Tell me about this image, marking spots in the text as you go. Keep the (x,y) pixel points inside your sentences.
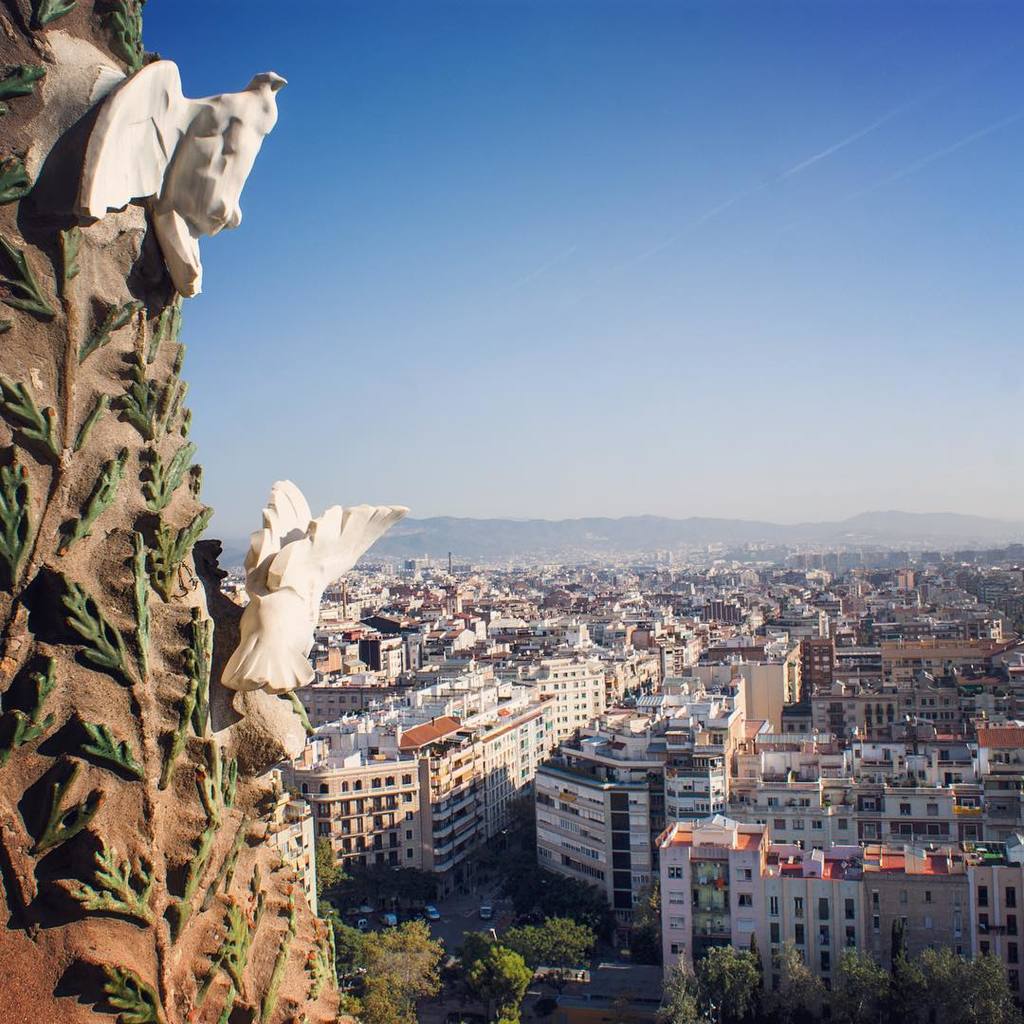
In this image I can see statues (189,278) of two birds (237,676), trees (568,955), buildings (535,790), light poles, mountains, vehicles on the road (456,938) and the sky (593,267). This image is taken may be during a day.
